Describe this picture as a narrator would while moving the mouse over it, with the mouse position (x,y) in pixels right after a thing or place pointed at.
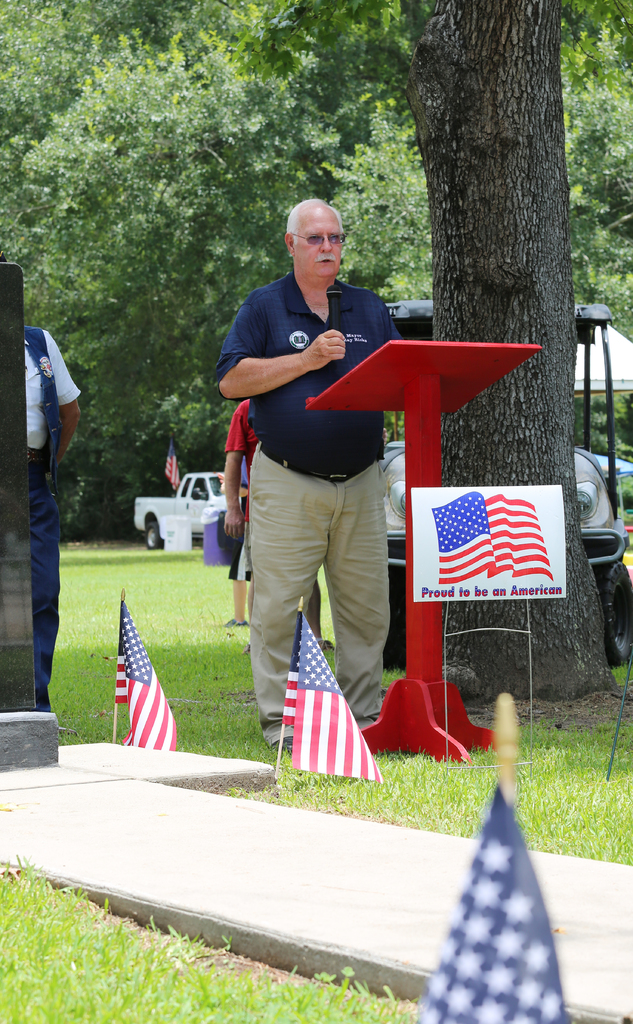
In the picture we can see a grass surface (580,844) on it, we can see a path (229,836) and some flags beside it and beside it, we can see a man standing near the red color desk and he is with blue T-shirt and beside him we can see a tree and in the background (117,504) we can see trees (120,511) and under it we can see a car (157,524) is parked.
